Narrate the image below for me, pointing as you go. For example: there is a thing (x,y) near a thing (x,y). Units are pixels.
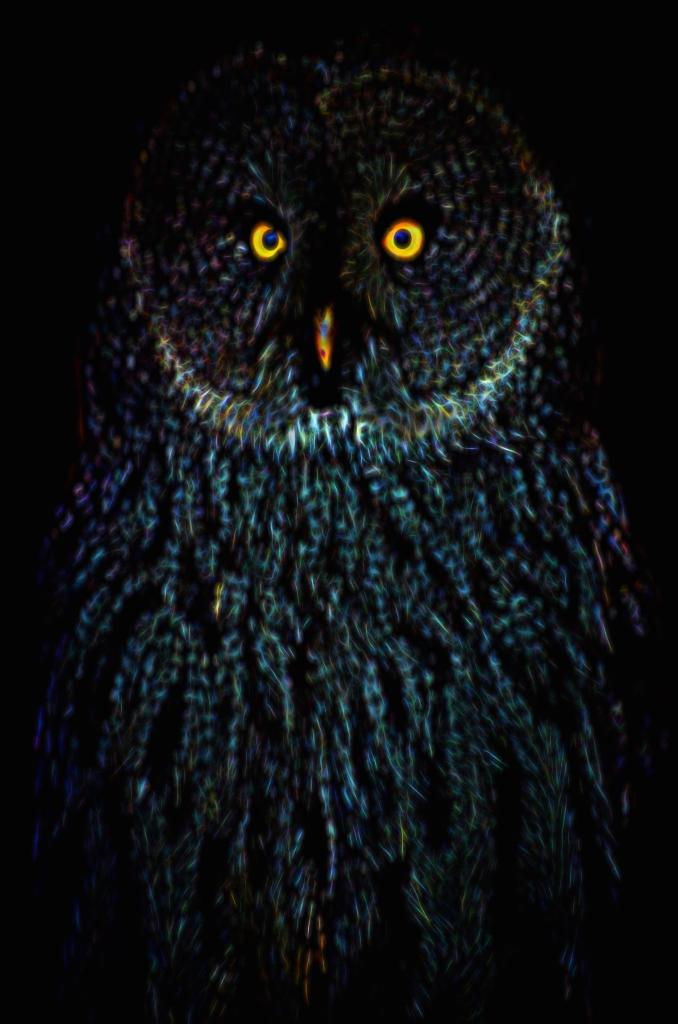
In this image I can see an owl (427,489) in blue, white and black color. Background (512,74) is in black color.
